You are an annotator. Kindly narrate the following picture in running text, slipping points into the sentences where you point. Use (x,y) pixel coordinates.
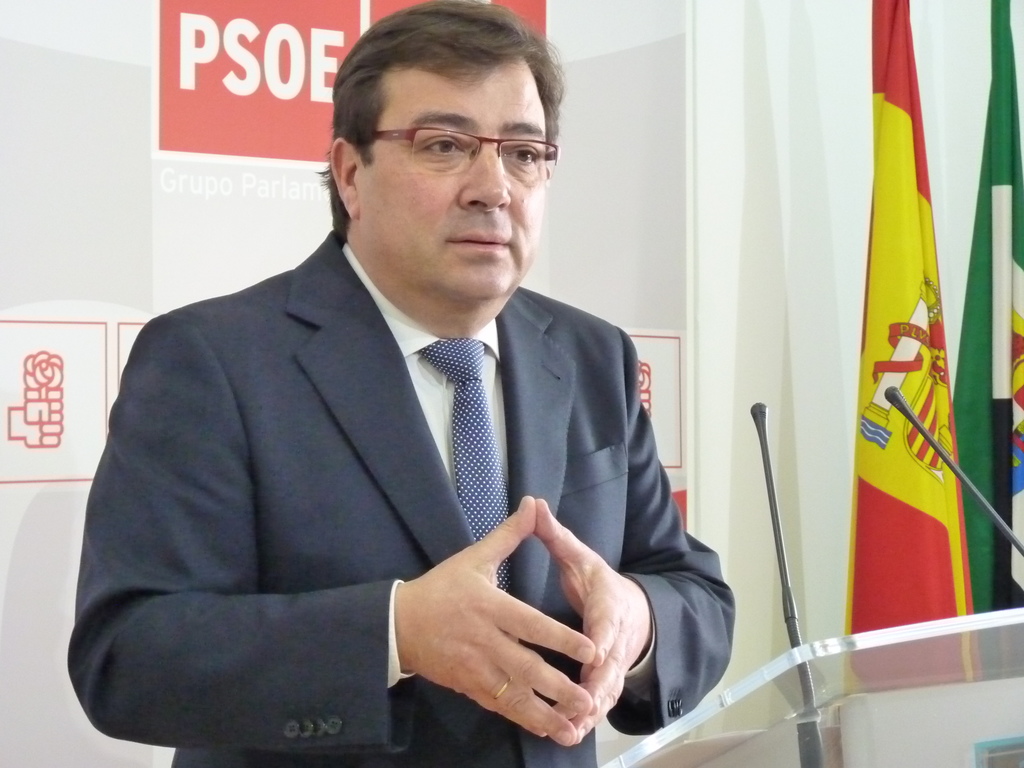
In the center of the image (380,325) we can see a person (396,565) standing at a desk (853,704). On the right side of the image (956,486) we can see flags (930,418). In the background (674,85) there is a wall (299,77).
